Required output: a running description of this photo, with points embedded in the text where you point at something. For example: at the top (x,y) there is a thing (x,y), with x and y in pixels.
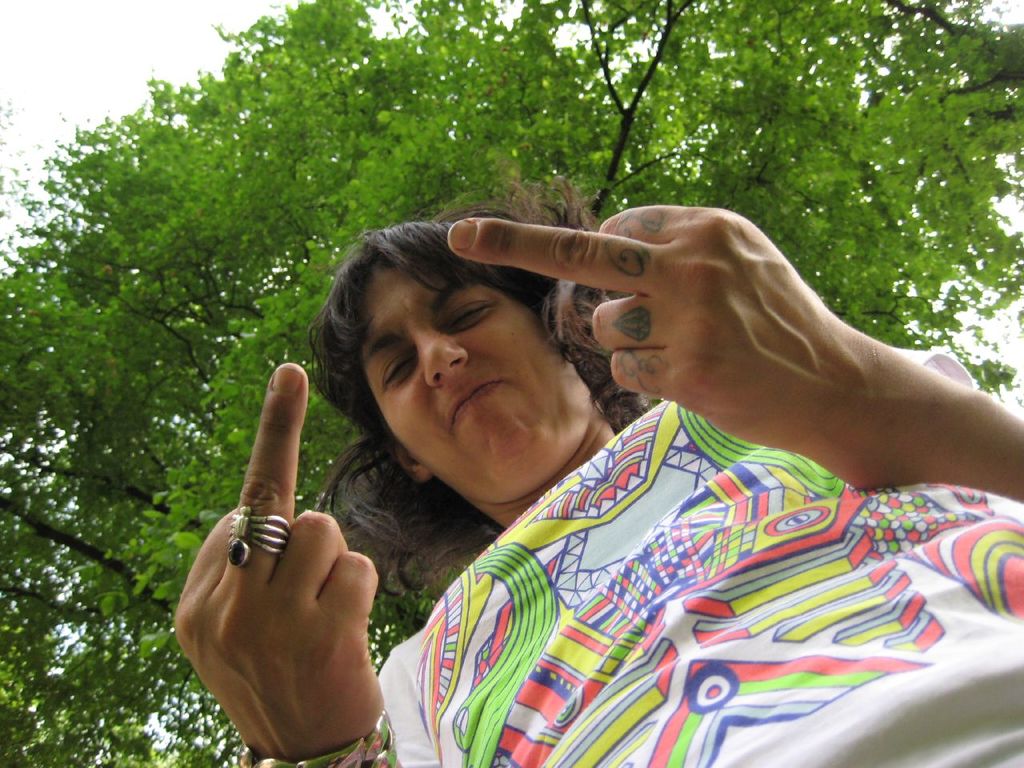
In this image there is a person (535,450) showing some gesture with his fingers (642,326). Behind him there are trees (467,168) and sky (154,57).
